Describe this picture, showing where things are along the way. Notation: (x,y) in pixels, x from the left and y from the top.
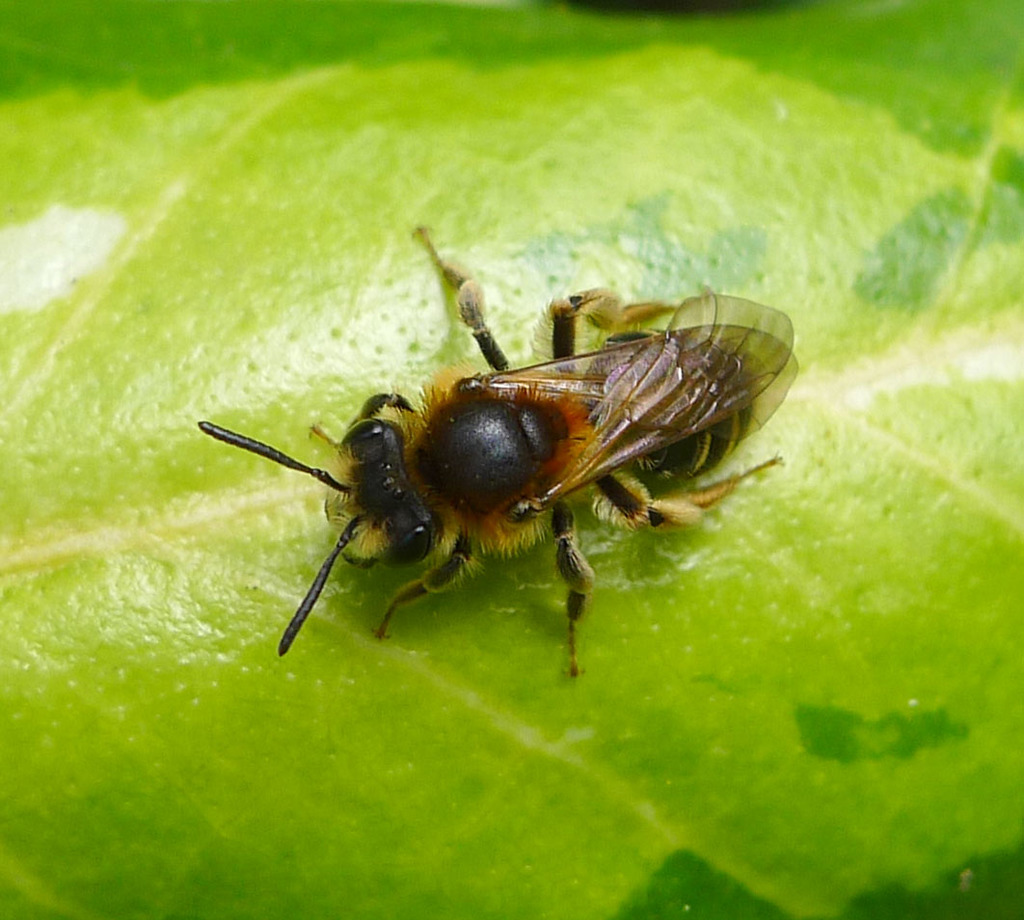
In the center of the picture (456,412) there is an insect (479,414) on a green leaf (458,338). The insect (541,407) might be a honey bee (547,446).
